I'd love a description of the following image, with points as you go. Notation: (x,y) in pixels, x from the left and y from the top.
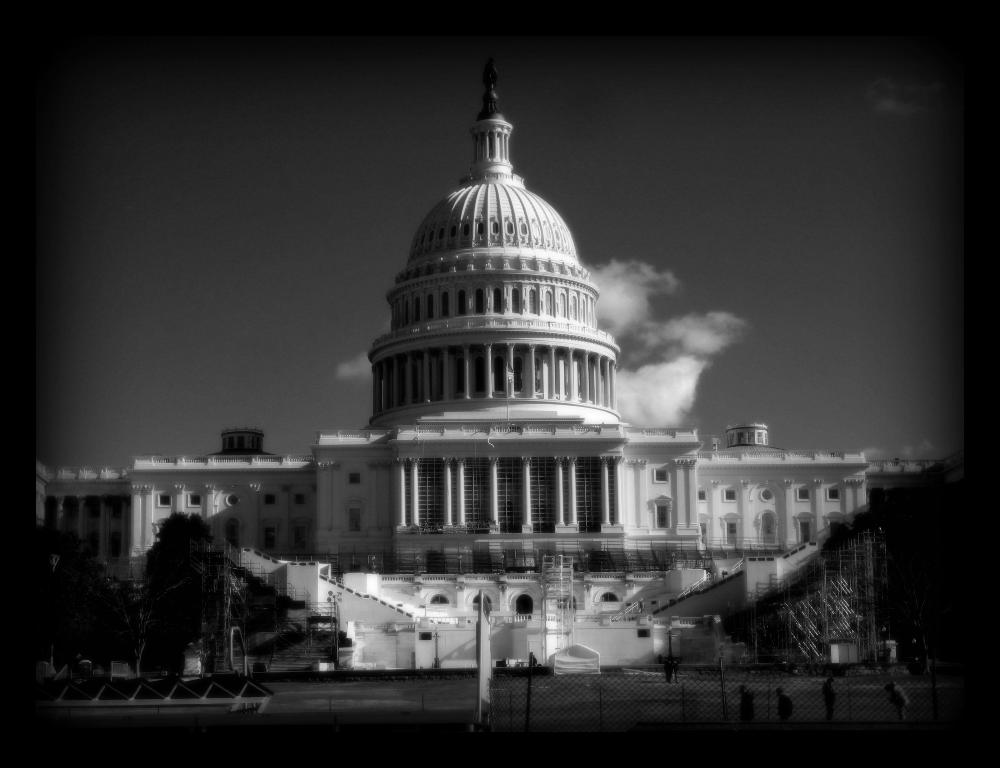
In this image I can see a building (447,452) and in the front of it I can see few trees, few people (896,710), few poles (727,706) and fencing (873,710). In the background (756,137) I can see clouds (642,285), the sky (661,266) and I can also see this image is black and white in colour.
